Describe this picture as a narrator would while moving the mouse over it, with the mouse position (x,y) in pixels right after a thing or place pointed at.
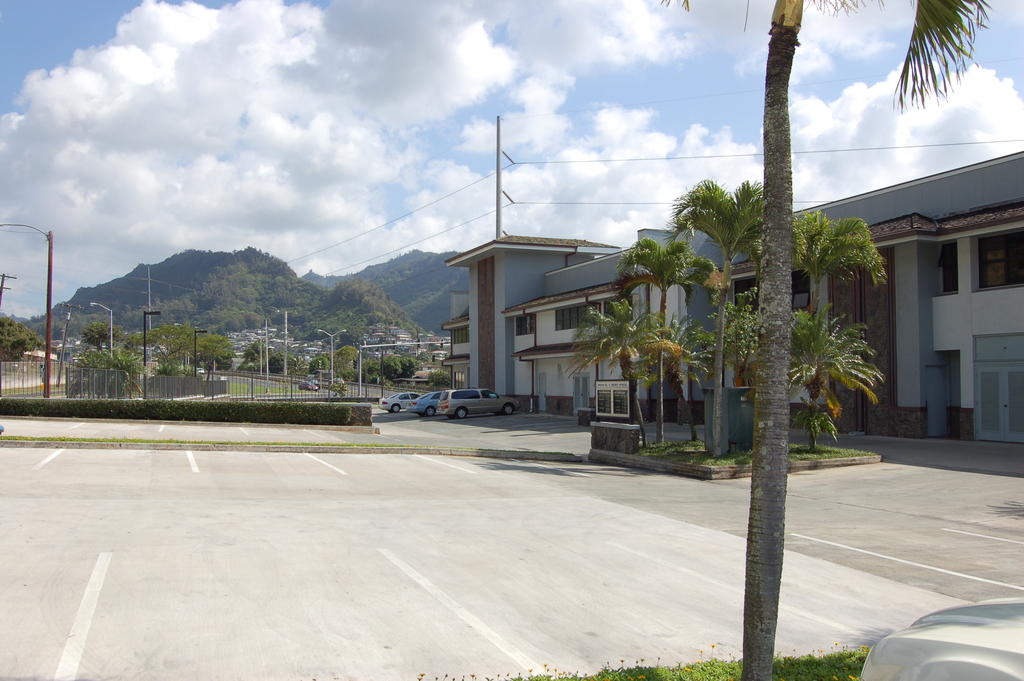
In this picture we can see some grass (723,672) on the ground (444,667). There is a white object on the right side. We can see a few trees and a building (594,390) on the right side (957,199). There is a fence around the plants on the left side (3,384). We can see some trees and mountains (106,315) in the background (214,276). Sky (64,221) is blue in color and cloudy.
